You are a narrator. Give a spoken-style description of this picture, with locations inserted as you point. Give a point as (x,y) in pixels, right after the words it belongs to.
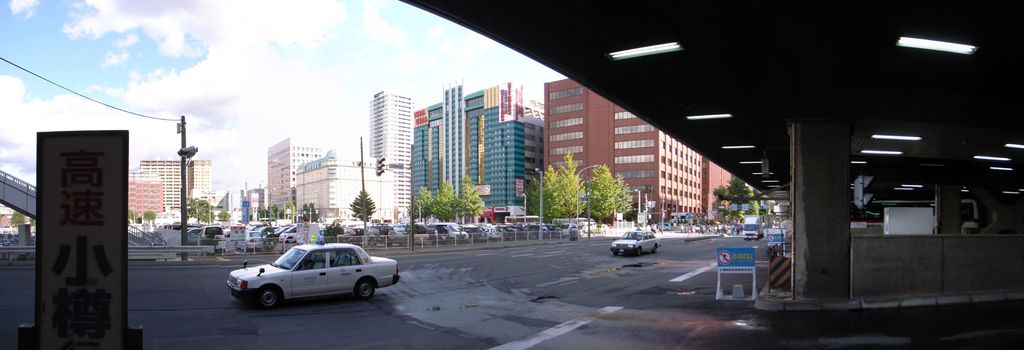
In this image I can see few buildings (554,152), trees (602,205), windows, poles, traffic signals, vehicles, fencing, sign boards (747,252) and boards (755,265) on the road (630,285). The sky (255,65) is in white and blue color.
